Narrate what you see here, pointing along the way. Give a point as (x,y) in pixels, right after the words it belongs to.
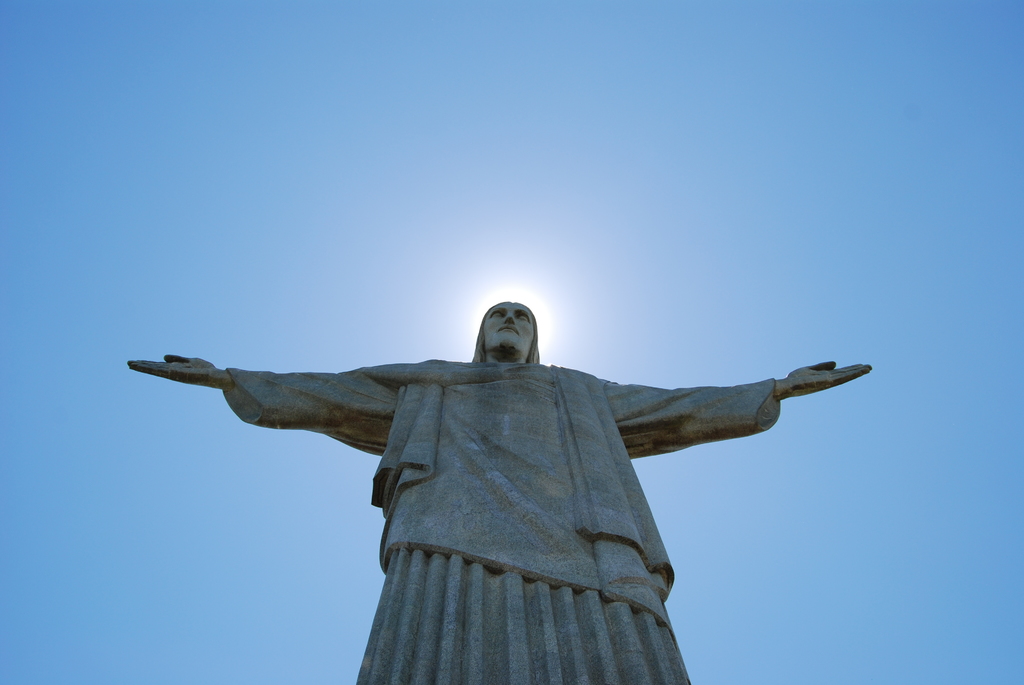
In this picture I can see the statue (512,442). I can see the sky (473,150).
